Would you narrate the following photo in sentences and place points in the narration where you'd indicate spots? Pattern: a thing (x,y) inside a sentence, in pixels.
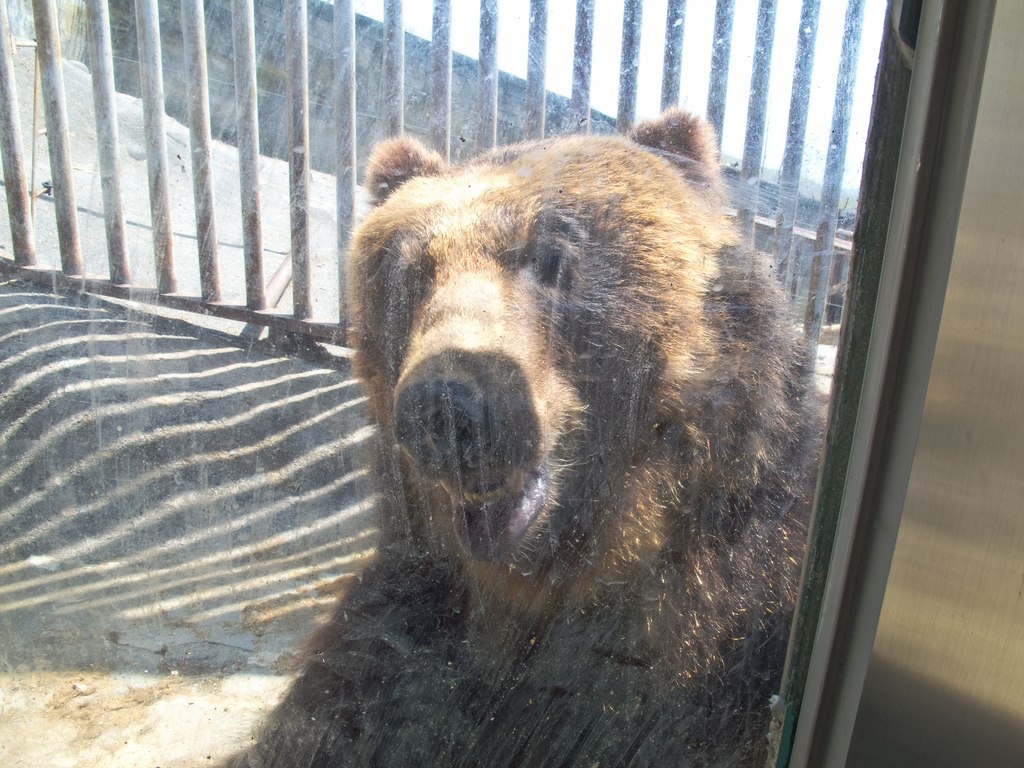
In this image in the foreground (512,376) there is one glass door (607,466) and behind the door (732,131) there is one bear (471,393) and fence (109,149), on the right side (948,490) there is a wall (912,544).
